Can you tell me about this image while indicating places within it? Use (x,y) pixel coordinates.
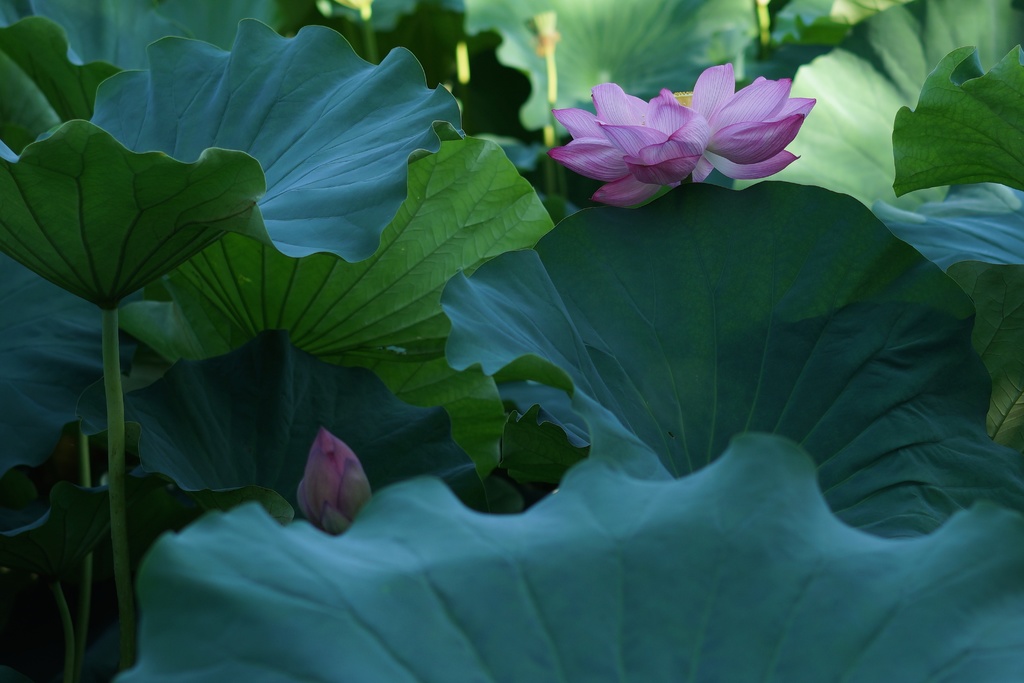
In this image I can see few leaves (633,469) of the trees (641,535) which are green in color and two flowers (628,167) which are pink in color.
